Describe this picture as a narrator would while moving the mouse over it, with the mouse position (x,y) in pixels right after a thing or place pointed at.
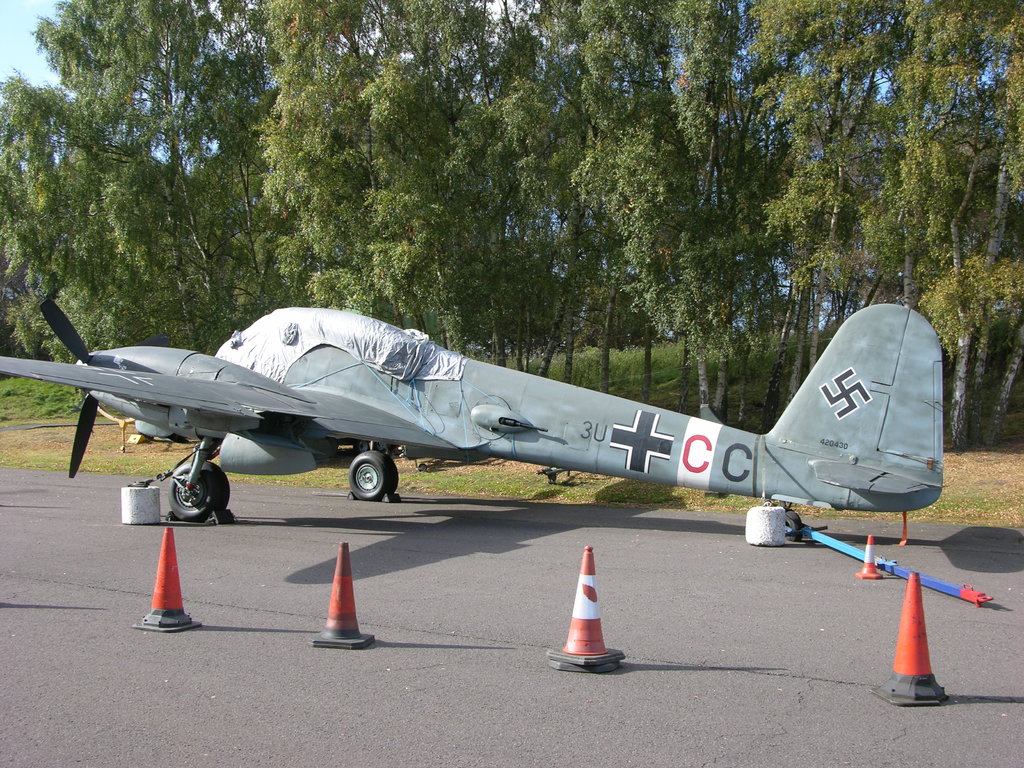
This picture contains an airplane (714,472) which is in grey color is on the runway (379,534). Beside that, we see traffic stoppers (581,616) on the road (510,606). There are many trees (522,236) in the background (597,286).
